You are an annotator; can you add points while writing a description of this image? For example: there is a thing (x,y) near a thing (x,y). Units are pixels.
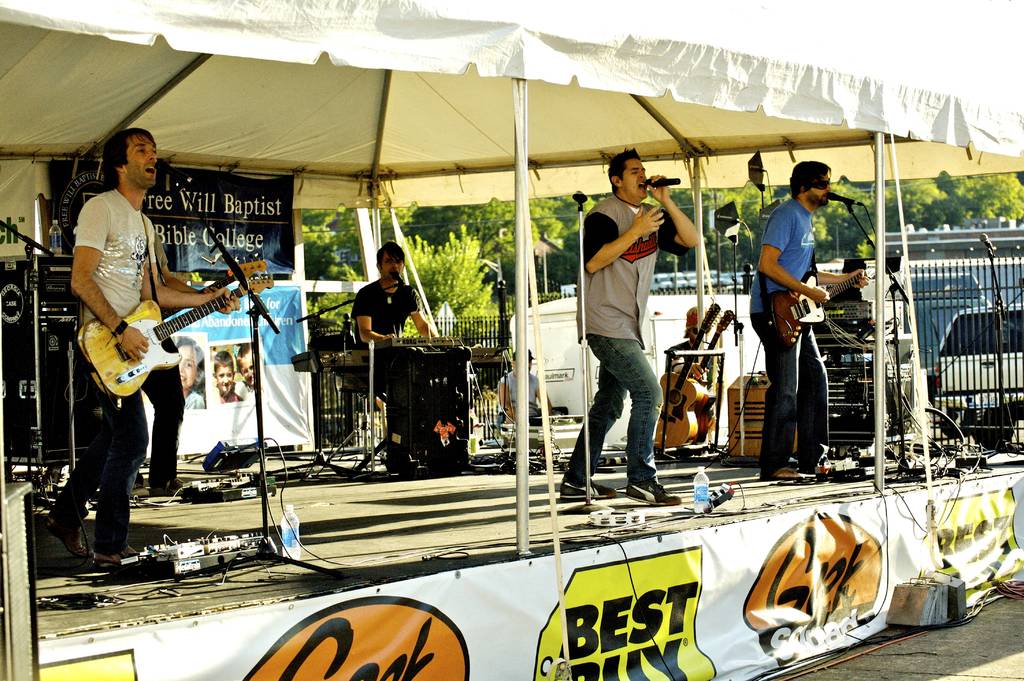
In the image we can see there are people (127,301) who are standing on stage (344,497) and holding guitar (179,324) in their hand (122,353) and the man (640,165) in the middle (680,249) is holding mic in his hand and the back the man (360,335) is playing casio (426,338).
